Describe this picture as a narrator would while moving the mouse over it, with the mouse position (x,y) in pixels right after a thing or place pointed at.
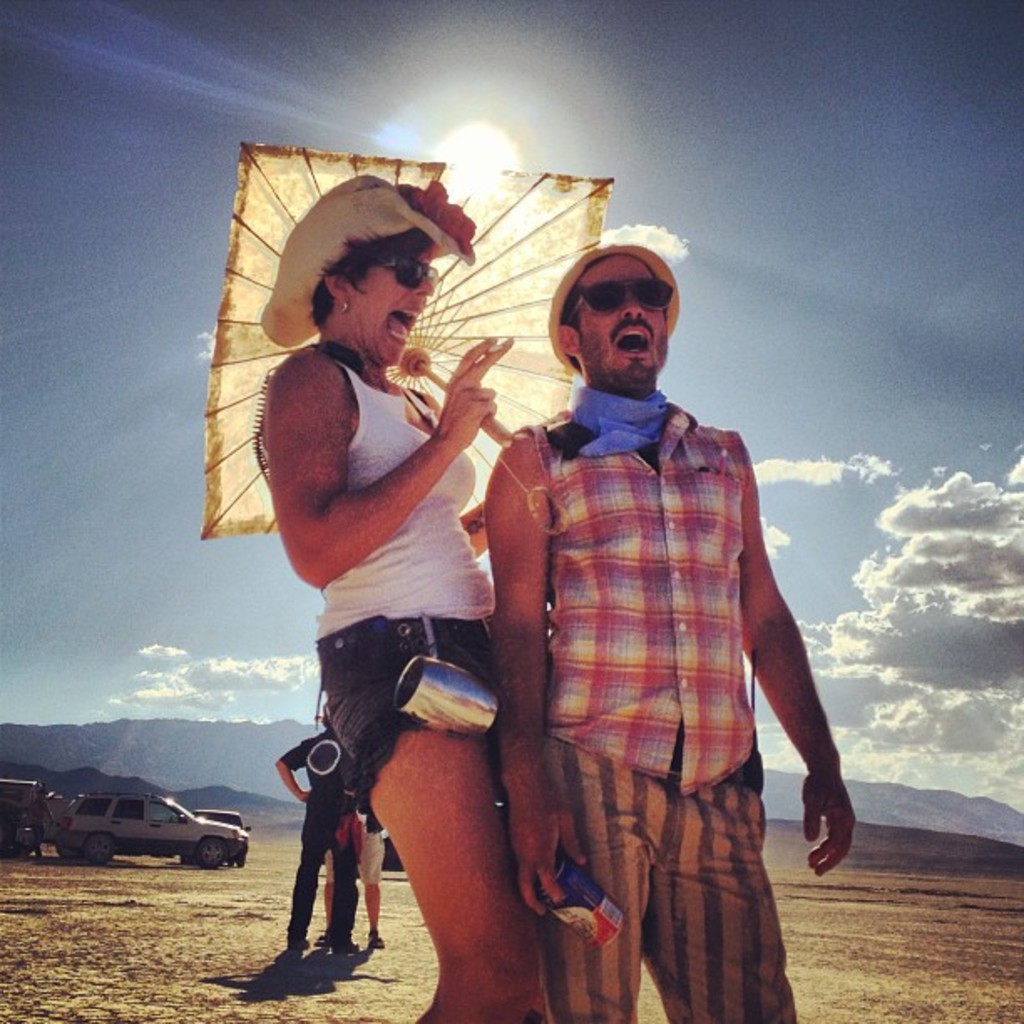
In this picture we can observe a couple (373,513). One of them is a woman (347,501) holding an umbrella (414,377) in her hand (453,416). Both of them were wearing hats (315,257) on their heads (341,279). There are spectacles (410,275). One of them is a man (621,651) wearing a shirt (616,584). On the left side (130,840) we can observe a car (148,829). Behind them there are two persons (341,843) standing. In the background (146,751) there are hills (890,808) and a sky (880,542) with clouds (949,560) and a sun (500,151).
